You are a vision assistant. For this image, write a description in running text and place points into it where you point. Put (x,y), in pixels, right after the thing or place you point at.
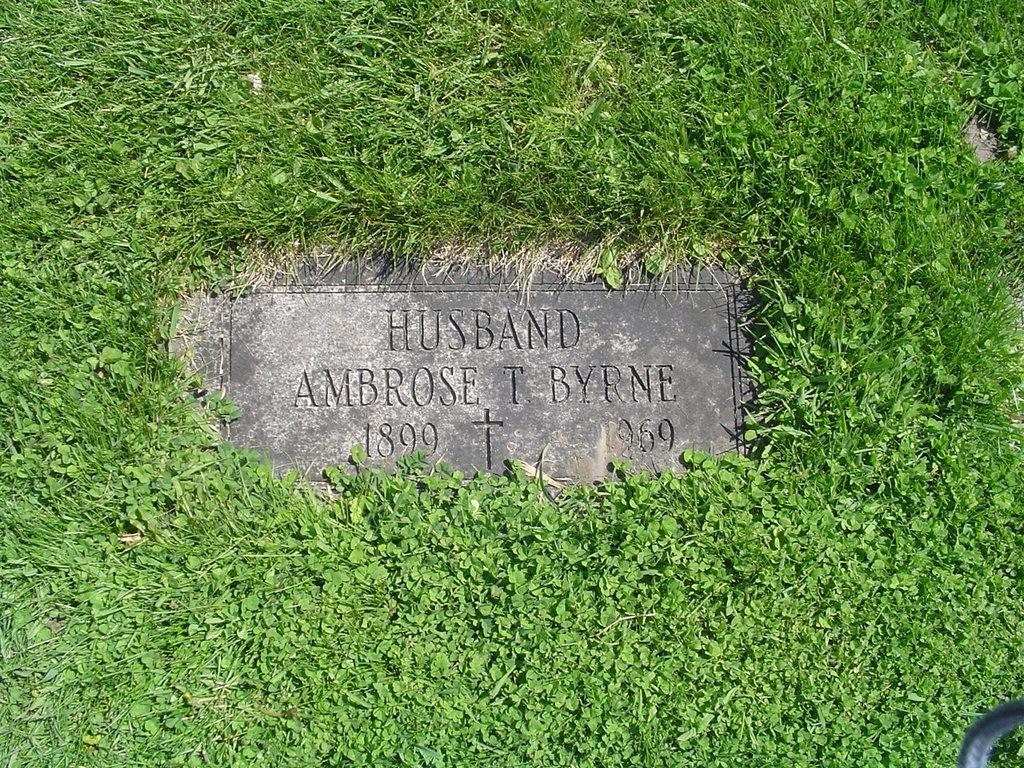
Here in this picture in the middle (427,284) we can see a stone (705,284) present on the ground (823,447) and on that we can see some text (432,349) carved and around that we can see grass (446,24) present.
